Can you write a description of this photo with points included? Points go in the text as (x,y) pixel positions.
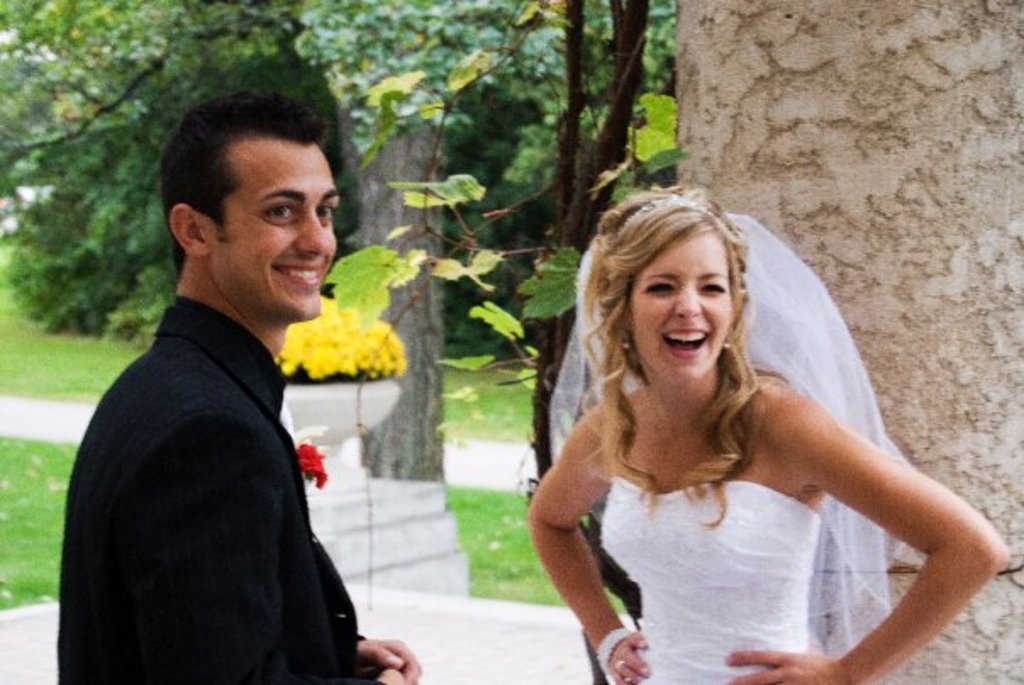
In the image I can see a lady (640,560) and a guy (226,595) who are standing and also I can see some trees (444,45) and plants (448,278) to which there are some flowers (327,315).
